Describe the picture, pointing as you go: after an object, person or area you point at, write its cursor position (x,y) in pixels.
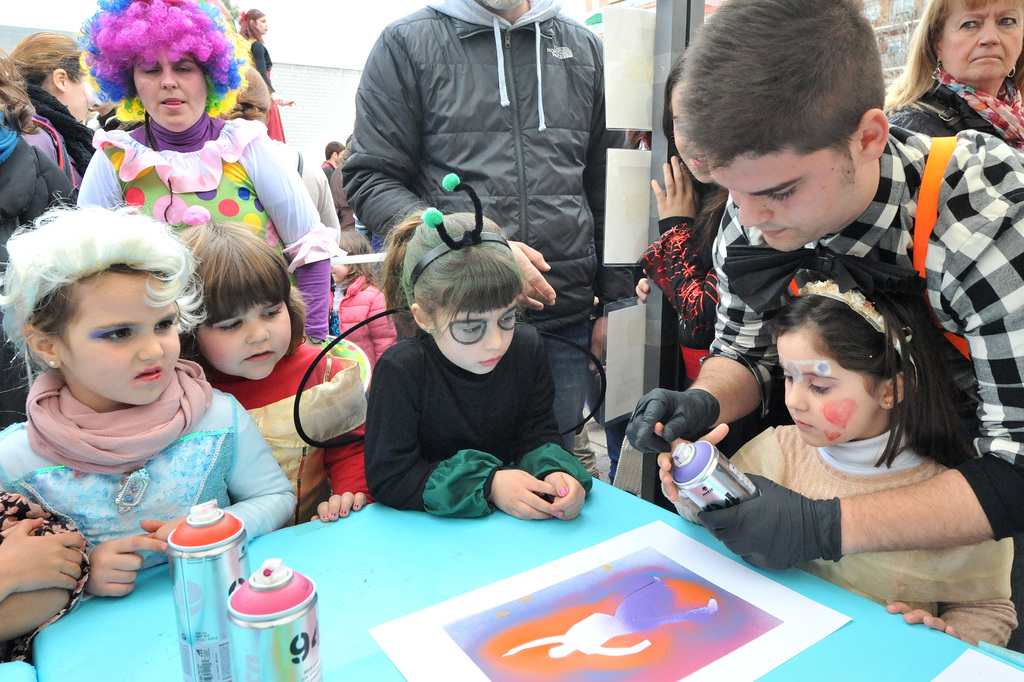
As we can see in the image there are group of people (364,154) and there is a white color wall (356,89). In the front (37,659) there is a table (406,522). On table (364,546) there are bottles (224,562) and a poster (543,610).
